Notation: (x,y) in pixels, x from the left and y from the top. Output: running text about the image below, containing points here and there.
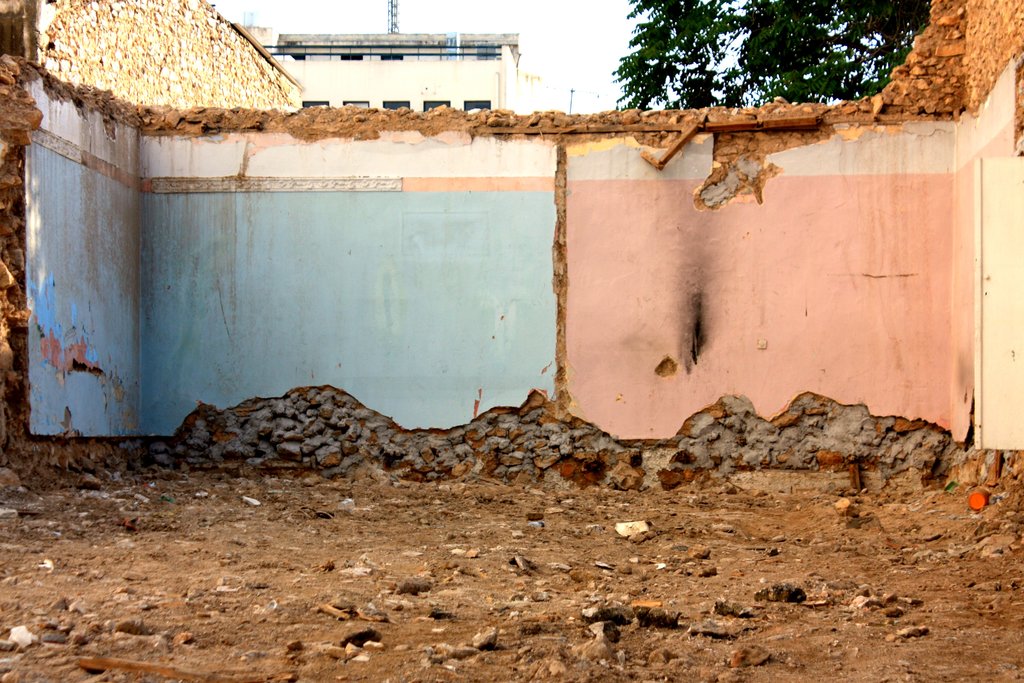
In this image in the center (485,235) there is a wall (699,392) and at the bottom (547,613) there is sand (687,495), and in the background (441,74) there are some houses (238,99) and trees (648,69).
